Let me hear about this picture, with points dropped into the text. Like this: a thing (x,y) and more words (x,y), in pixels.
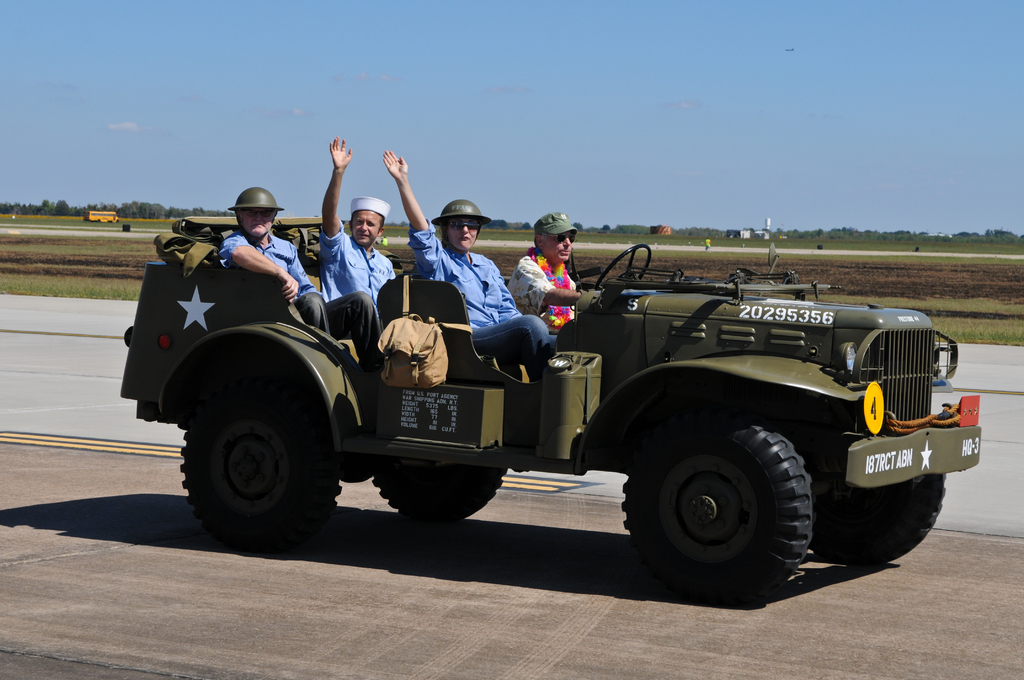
In this picture there are people (531,325) sitting in a vehicle (319,346) and we can see bags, road (126,327) and grass (134,255). In the background of the image (92,199) we can see a vehicle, trees (709,229), objects (731,236) and sky (599,165).
